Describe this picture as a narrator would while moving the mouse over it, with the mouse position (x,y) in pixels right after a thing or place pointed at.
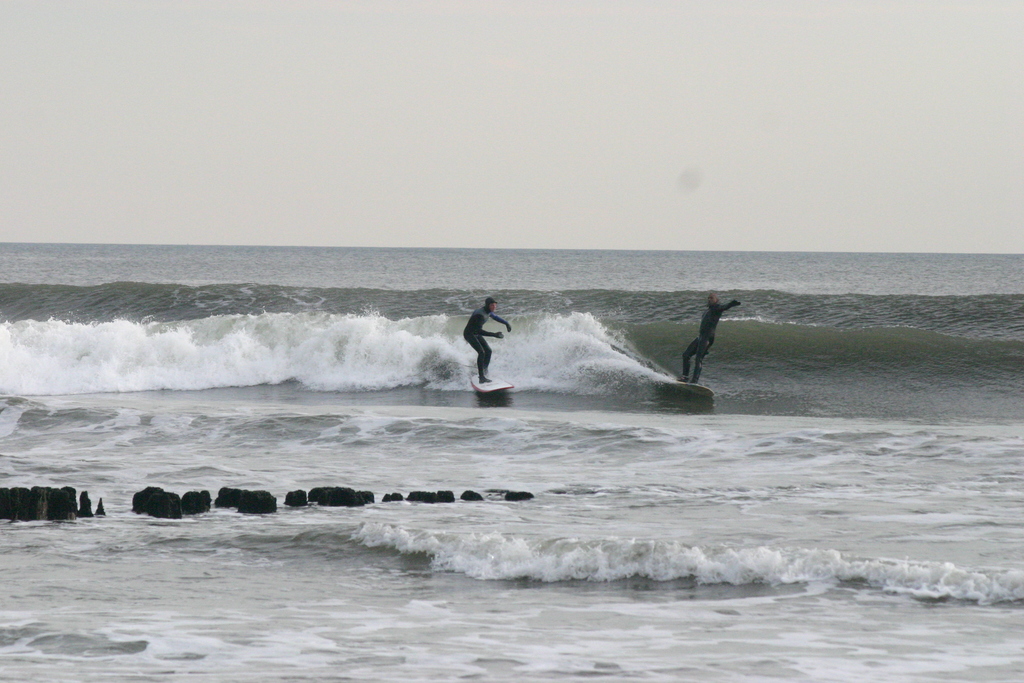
In this picture we can see two people (697,370) on the surfboards (707,388). We can see a few objects (201,500) and waves (325,340) are visible in the water (32,581). There is the sky (547,74) visible on top of the picture (499,83).
